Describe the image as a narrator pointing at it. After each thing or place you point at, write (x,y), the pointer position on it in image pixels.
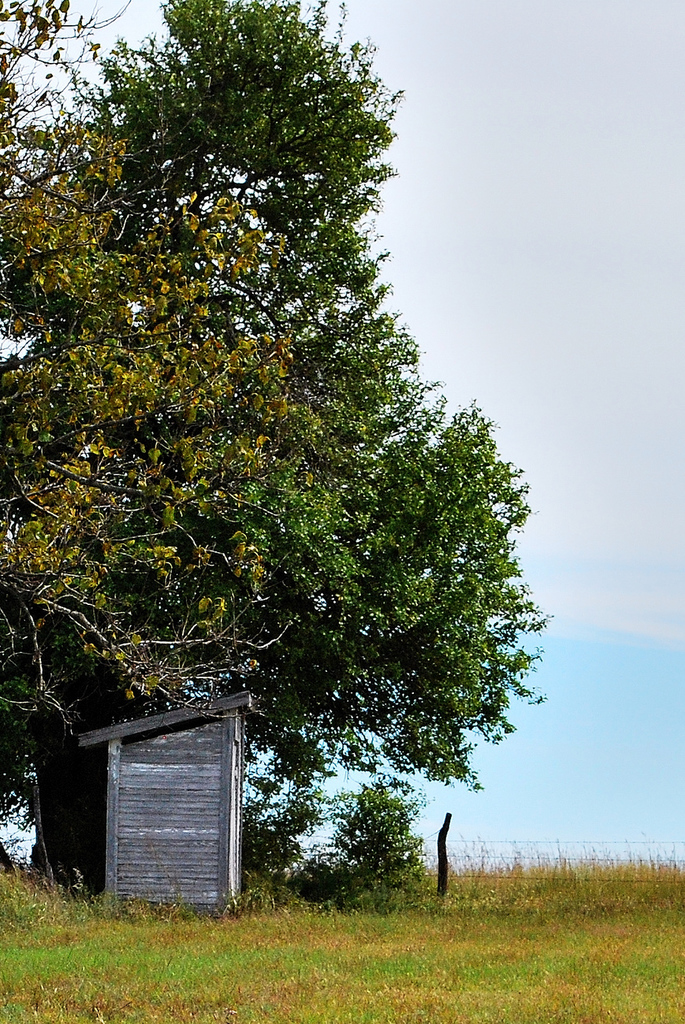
At the bottom left of the image (228,817) there is a wooden structure (177,726). At the bottom of the image (301,948) there is grass (309,972) on the surface (309,972). There is a metal fence (520,861). In the background of the image (435,837) there are trees (362,426) and sky (514,382).
